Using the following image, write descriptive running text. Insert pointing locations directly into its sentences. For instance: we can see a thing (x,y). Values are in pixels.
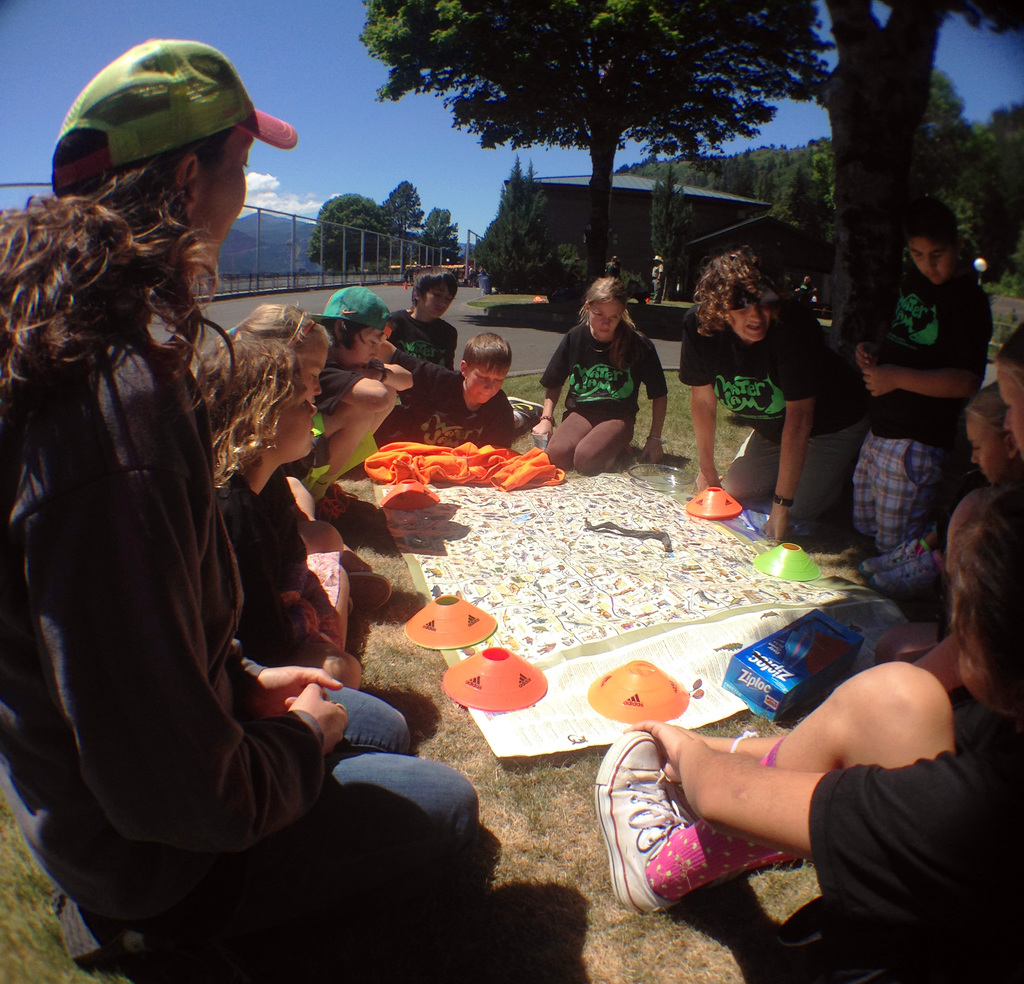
In this image, we can see a group of people (925,560), few people (693,860) are sitting on the grass (417,672) and few people (386,709) are in squat position. On the right side (896,48), we can see some trees (946,94), plants (677,198). On the left side (227,286), we can see metal rod (362,247). In the background (374,222), we can see some trees (511,217). At the top (346,67), we can see a sky (372,79), at the bottom (380,695), we can see a road (513,318) and a grass (427,682), we can also see a chart (723,689), on the chart (585,536), we can see a reptile (642,536) and bowls (797,576) and a cloth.
